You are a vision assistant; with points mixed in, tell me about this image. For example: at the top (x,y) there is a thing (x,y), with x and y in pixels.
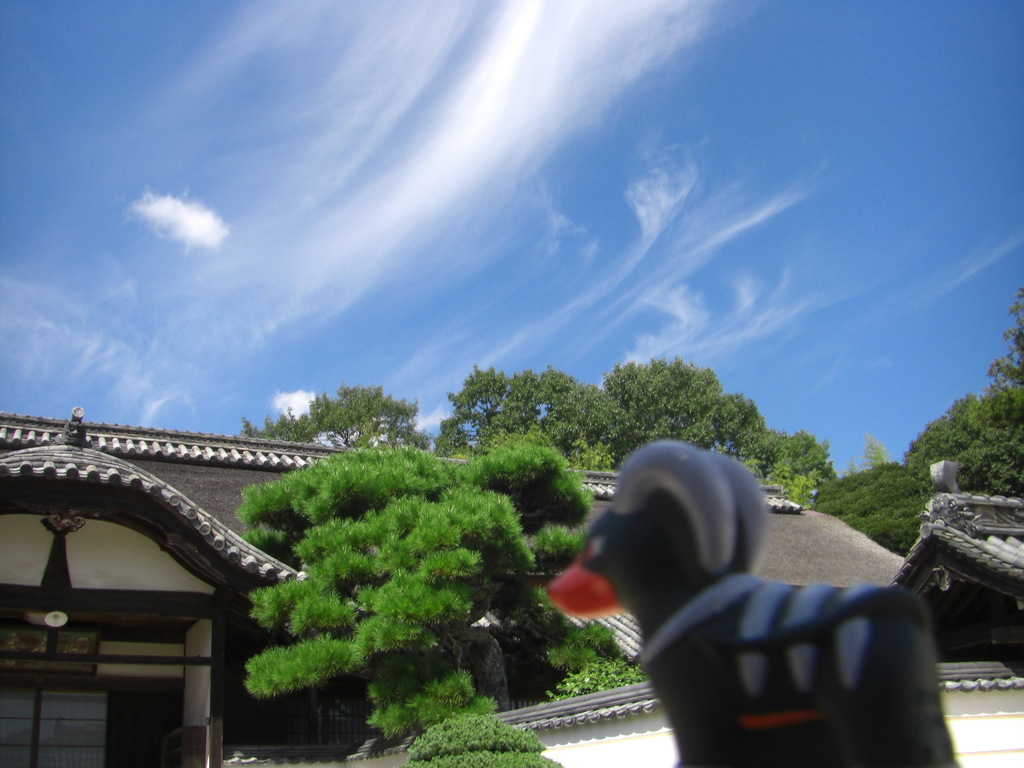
Sky (108,60) is in blue color. These are clouds (445,148). Here we can see houses (965,498), trees (549,545) and statue (697,621).
